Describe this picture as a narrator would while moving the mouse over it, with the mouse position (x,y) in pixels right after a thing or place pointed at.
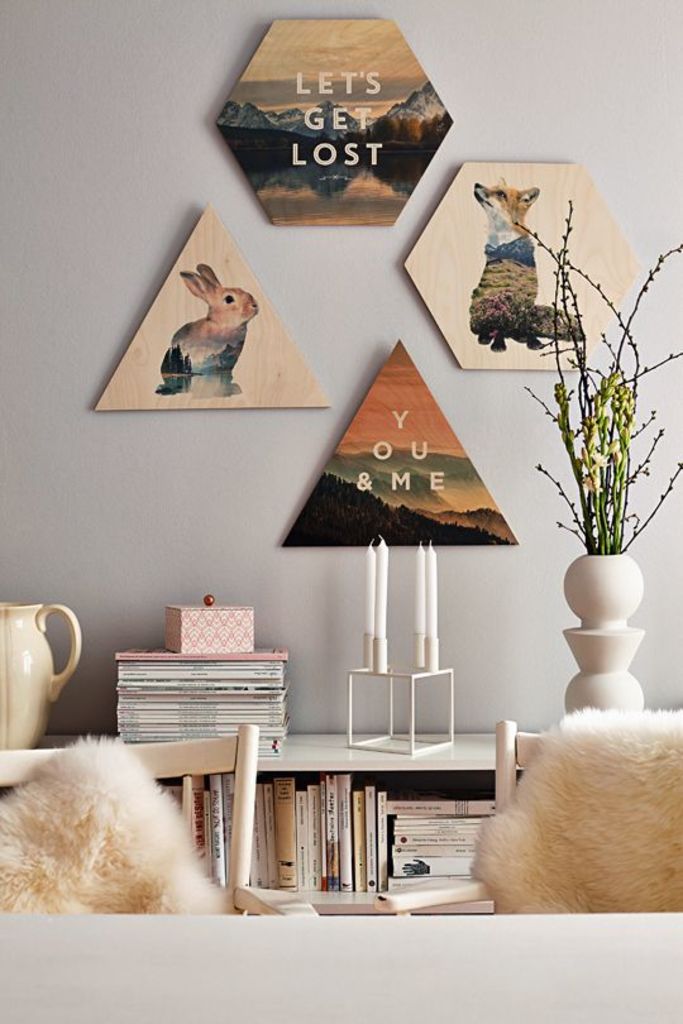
In this image we can see the frames (397,545) are attached to the wall (240,225) and books (295,837) are arranged in the cupboard (446,774). On the top of the cupboard (399,742), we can see flower vase (603,610), candle stand (424,676), books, box (240,645) and jar (71,616). There are chairs (659,809) at the bottom of the image (572,818).
